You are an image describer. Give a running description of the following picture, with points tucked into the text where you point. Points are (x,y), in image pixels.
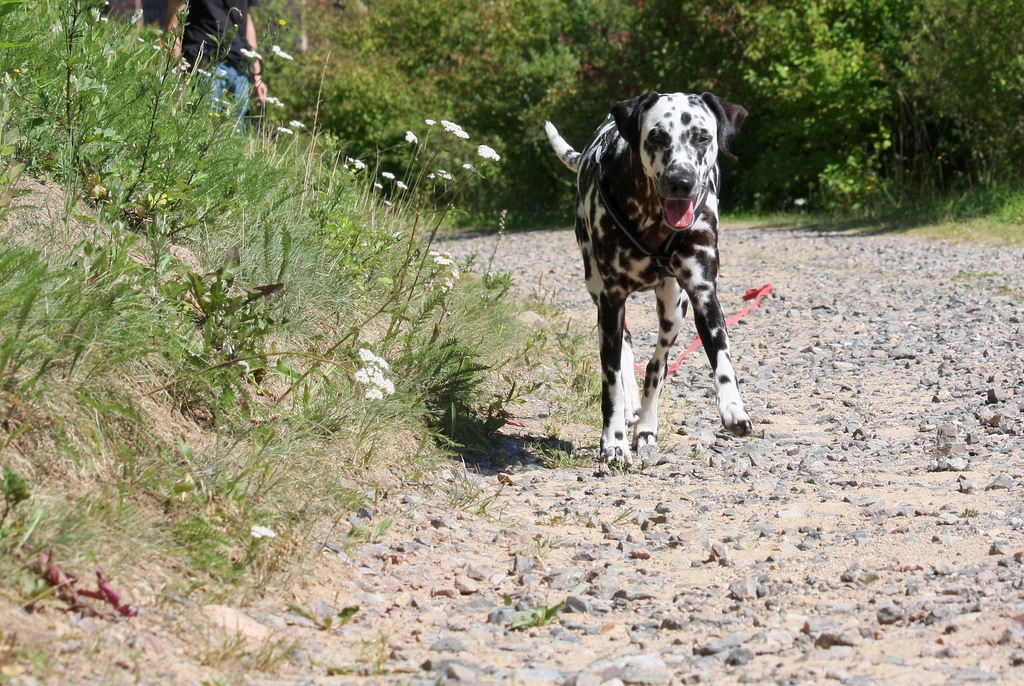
In this picture there is a dog (709,206) who is running on the street (815,343). On the left (276,108) I can see some white flowers (364,361) on the plants (421,357). In the background (825,110) I can see many trees (847,118), plants (812,119) and grass (389,285).
